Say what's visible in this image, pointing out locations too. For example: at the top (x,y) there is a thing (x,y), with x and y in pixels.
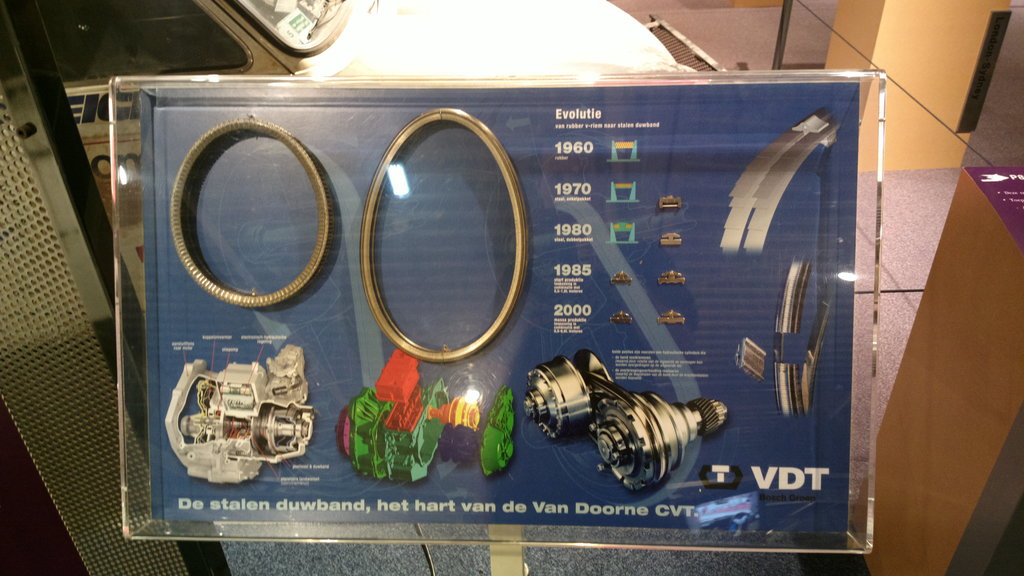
In the foreground of this image (179,382), there are two metal ring like structures (401,338) inside the glass (151,426) where we can also see a poster (479,455) in it. In the background (372,37), there is a vehicle (623,20), pillar (933,21), glass railing (788,20), floor (1017,117) and a table like structure (988,285) on the right (1016,333).
